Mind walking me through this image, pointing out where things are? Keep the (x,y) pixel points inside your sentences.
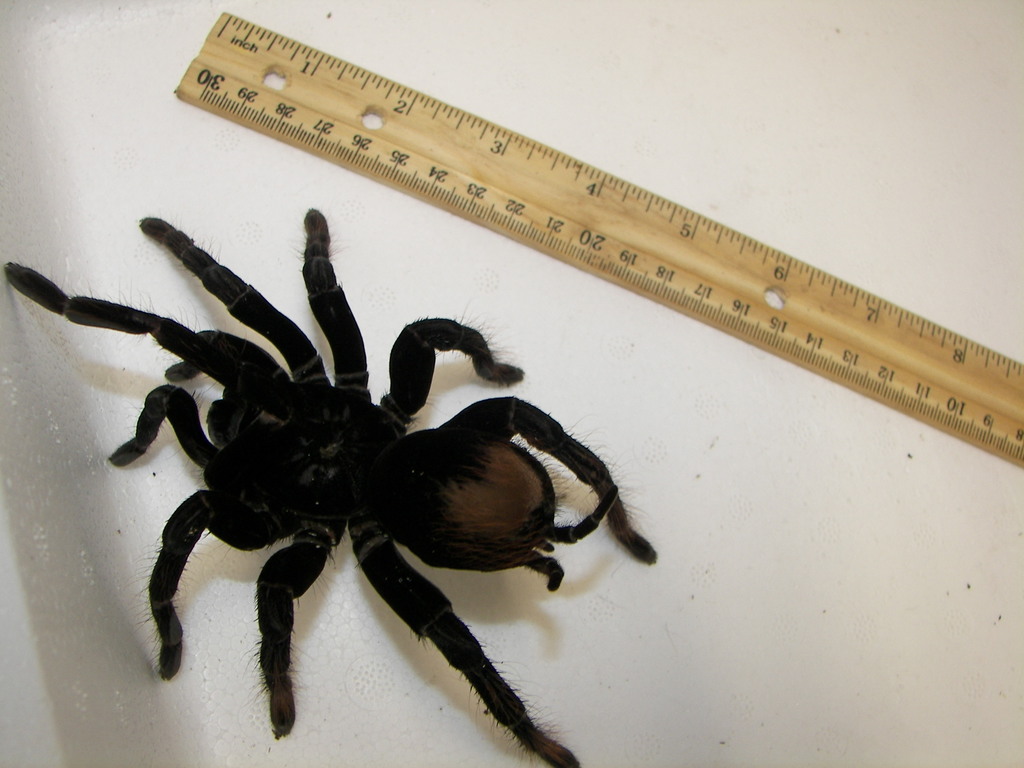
In this picture we can observe a black colored spider (298,414). Beside the spider (424,525) there is a scale (659,247). The spider (429,550) is on the white color surface (237,761).
